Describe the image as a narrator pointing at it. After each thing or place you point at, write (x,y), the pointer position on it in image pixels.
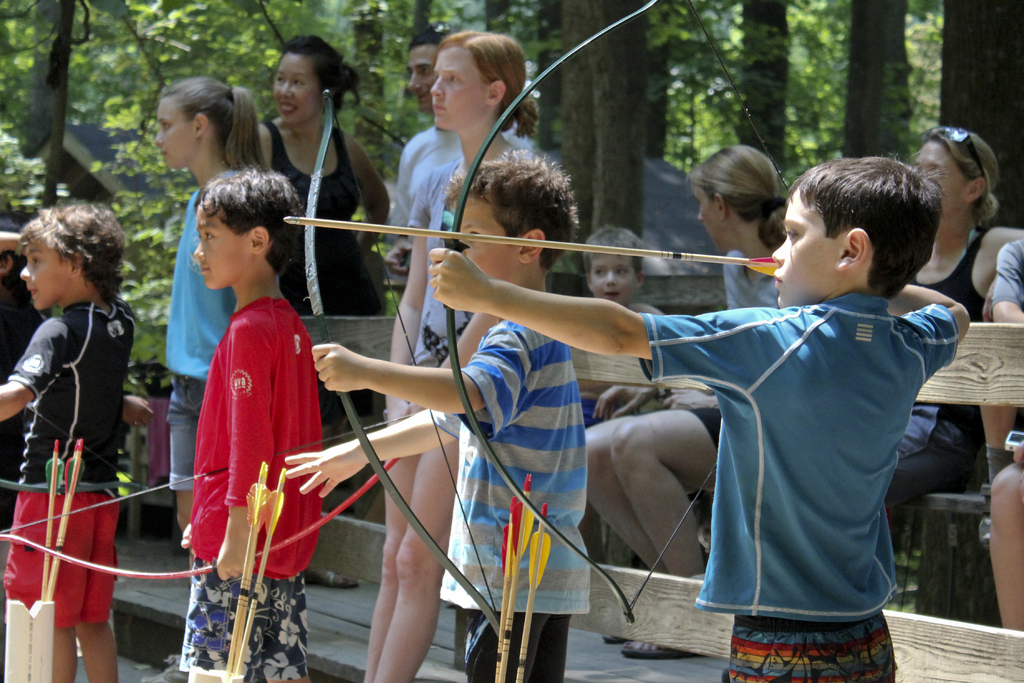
In this image we can see some children (255,293) holding bow (390,464) and arrow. And beside we can see some people (277,145) standing and some are sitting. And we can see the wooden fence (383,346). And we can see the trees (6,152).
